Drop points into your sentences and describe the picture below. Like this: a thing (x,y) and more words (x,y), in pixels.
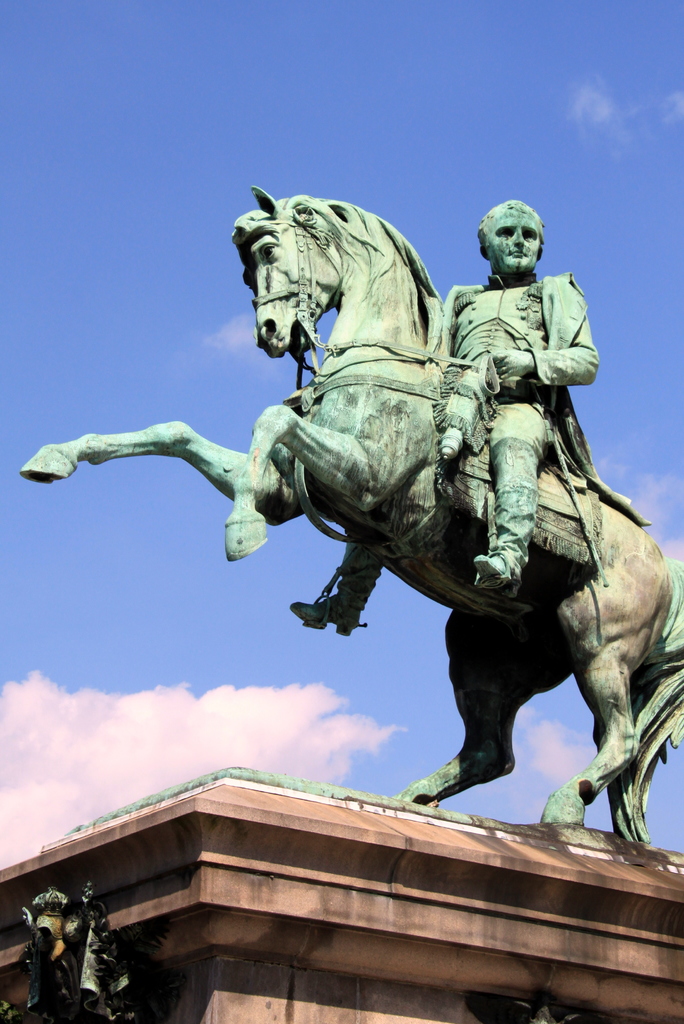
In this image I see a statue (277,355) of a horse (307,411) and a person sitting on it and I see that this statue (296,250) is on this brown color thing (351,898) and I see the sky (261,396) in the background (61,420).
